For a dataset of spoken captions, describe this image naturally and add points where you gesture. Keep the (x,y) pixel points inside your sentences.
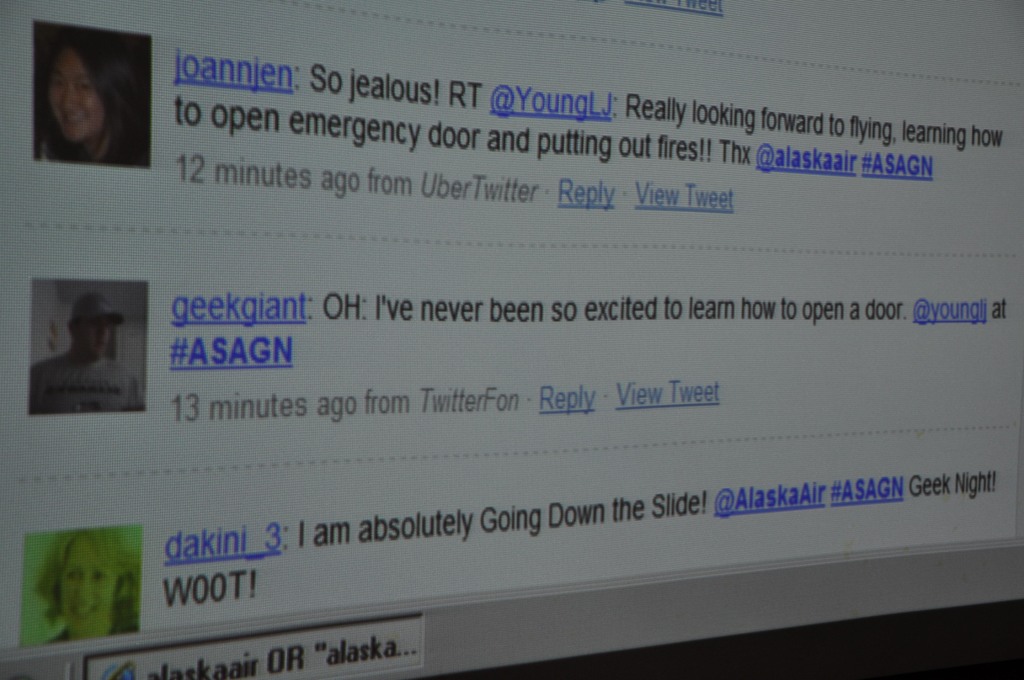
In this image I can see a screen (577,448). In the screen (154,243) I can see three persons faces (100,139) and I can see something written in the screen (408,408).
